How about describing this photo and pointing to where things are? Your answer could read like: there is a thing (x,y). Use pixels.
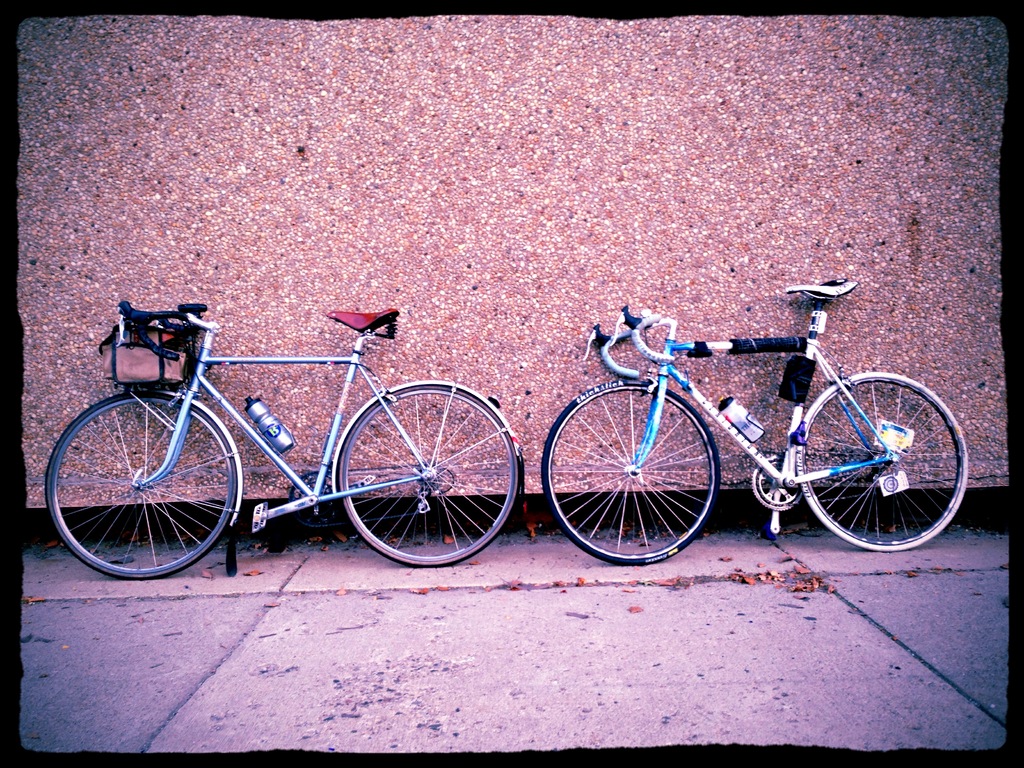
In this image I can see two bicycles (587,424) parked behind them I can see a wall (256,164) with stones (150,167).
